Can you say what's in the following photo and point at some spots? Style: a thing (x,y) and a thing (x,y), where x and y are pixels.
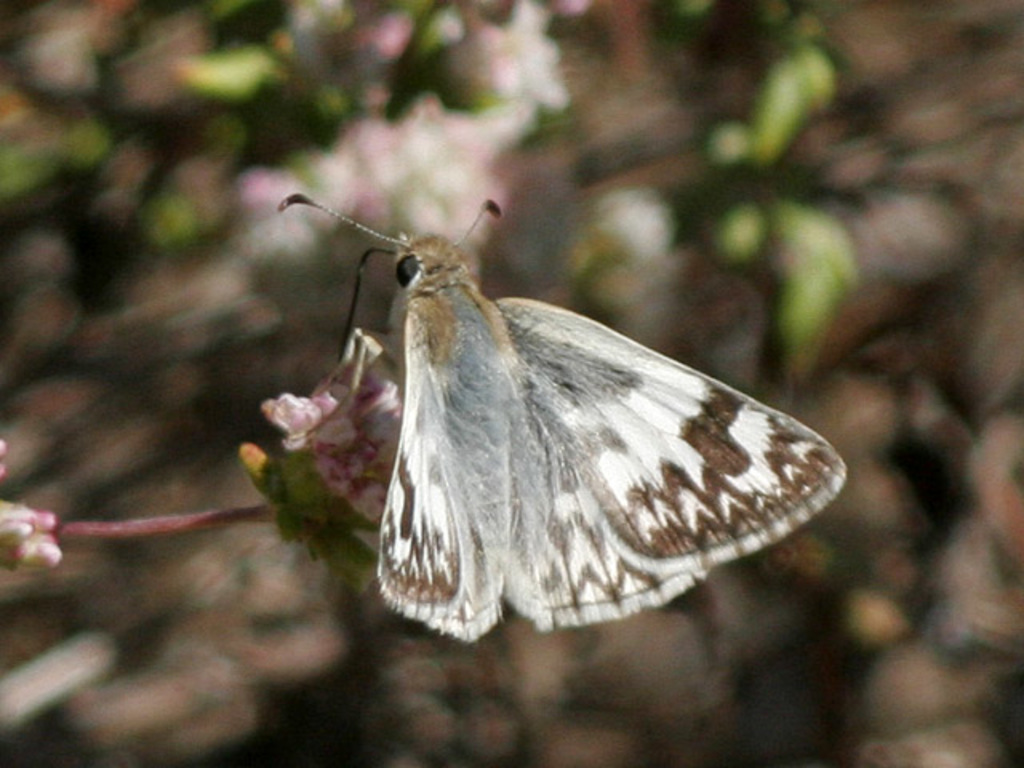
In this image we can see a butterfly (425,382) on a flower (364,416).
